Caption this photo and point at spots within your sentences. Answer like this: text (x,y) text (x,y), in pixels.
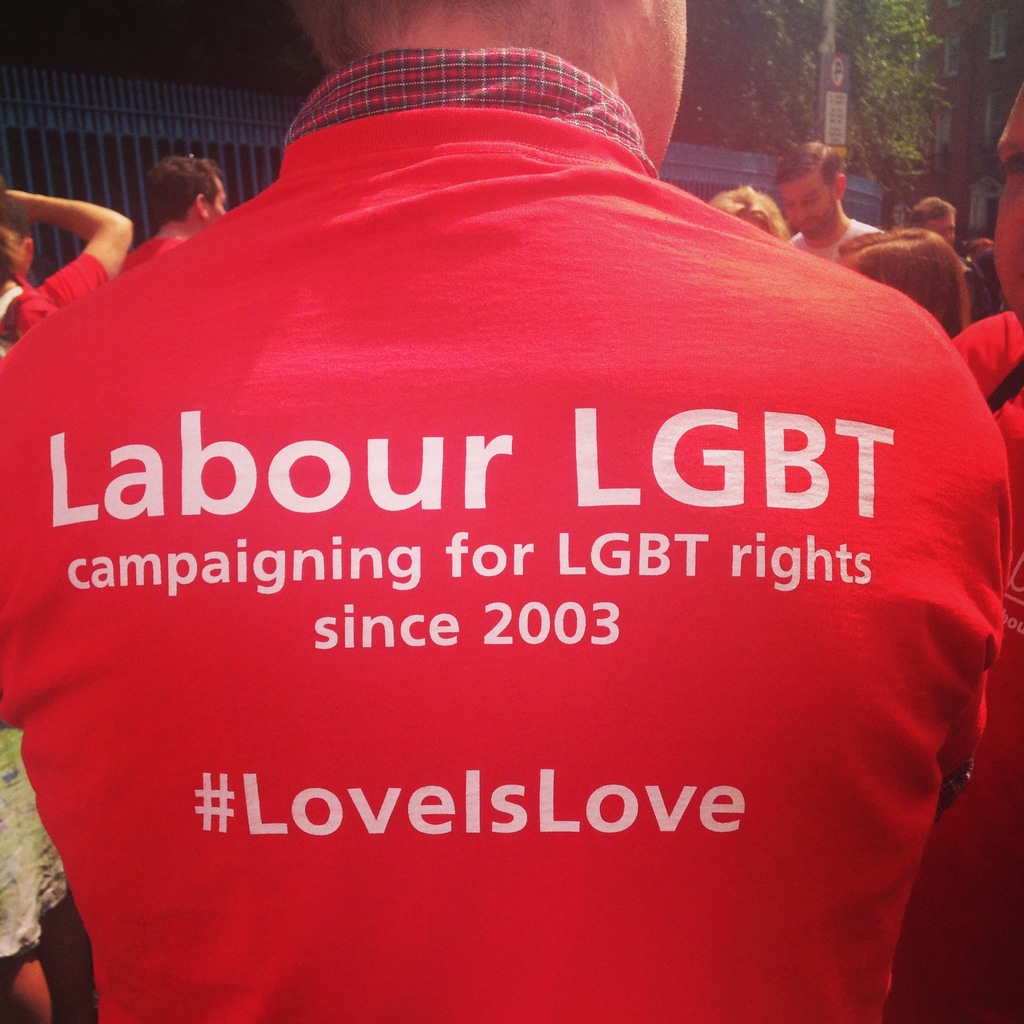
In the center of the image (560,516) we can see a person (437,385) is wearing t-shirt (549,566). On t-shirt (543,535) we can see some text (616,783). In the background of the image (816,66) we can see a group of people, buildings (1003,87), trees (901,76), board (829,79), pole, grilles (253,104).
